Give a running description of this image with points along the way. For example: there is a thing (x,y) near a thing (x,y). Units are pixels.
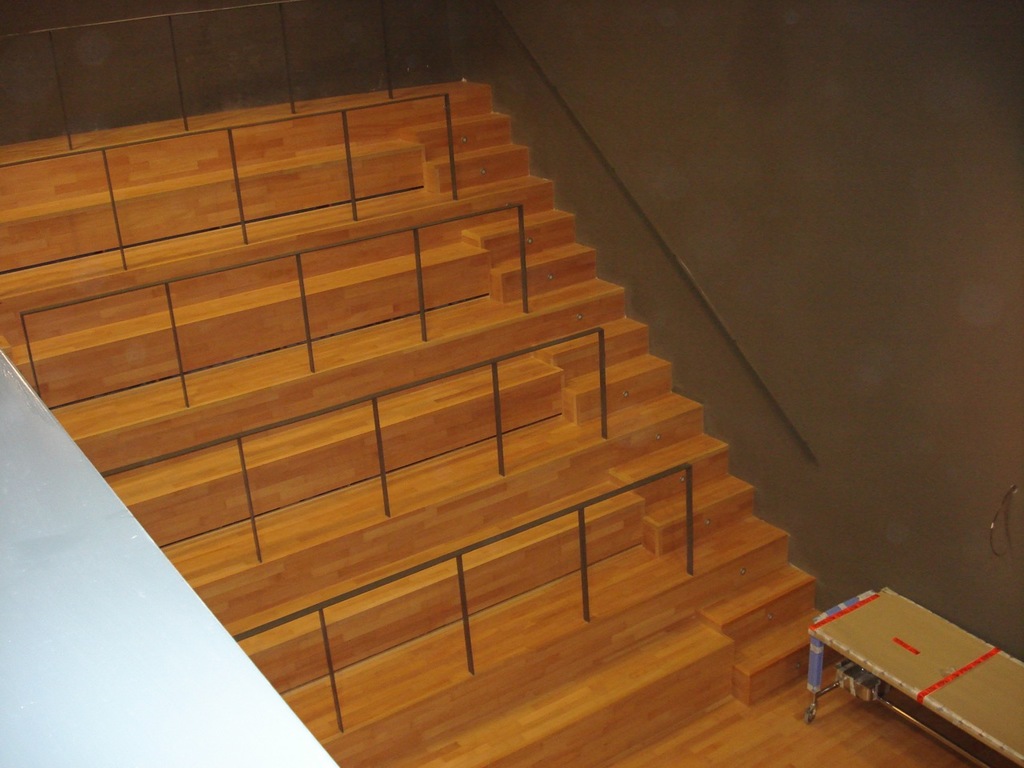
In the image we can see some steps (437,203) and fencing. In the bottom right side of the image (951,660) there is a table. At the top of the image (514,87) there is wall (161,50).
